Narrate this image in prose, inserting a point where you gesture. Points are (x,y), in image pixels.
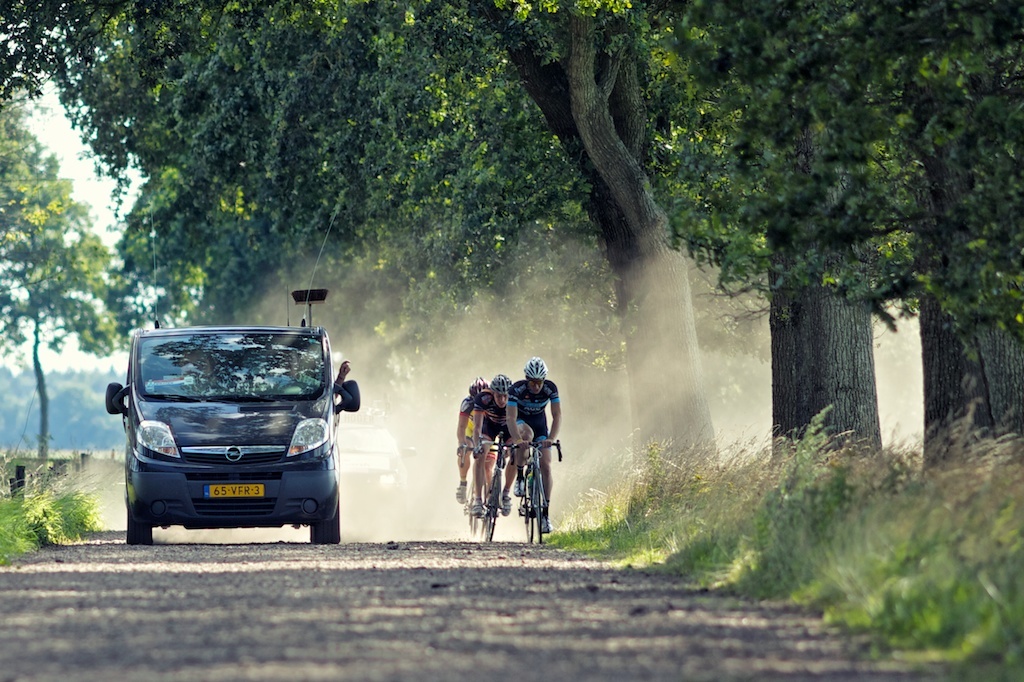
In this image I see a vehicle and 3 persons (475,422) who are on a cycle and all of them are on the road (722,681), I can also see grass (1001,548) and the trees (702,435) in the background (497,253).
